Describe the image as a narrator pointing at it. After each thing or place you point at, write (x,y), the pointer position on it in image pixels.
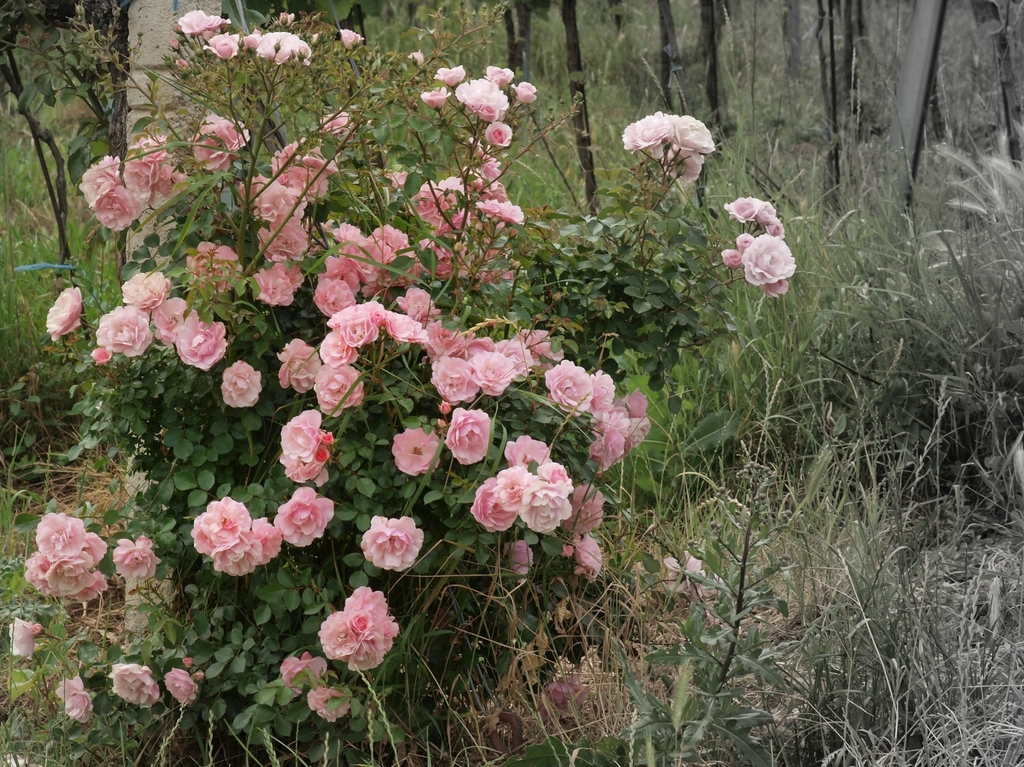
We can see pink flowers (402,455), plants (598,270) and grass (897,253).
